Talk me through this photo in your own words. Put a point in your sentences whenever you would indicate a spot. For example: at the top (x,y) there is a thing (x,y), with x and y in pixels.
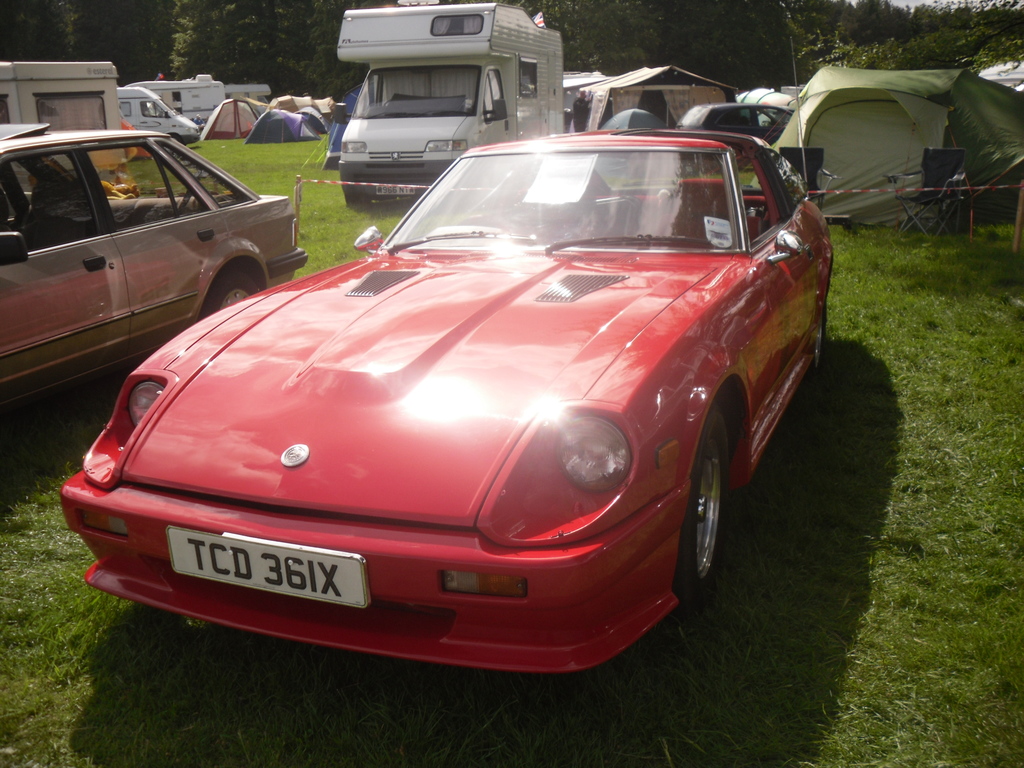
In this image i can see a car's (271,331), trees (228,16), sheds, grass (334,207) and chair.
